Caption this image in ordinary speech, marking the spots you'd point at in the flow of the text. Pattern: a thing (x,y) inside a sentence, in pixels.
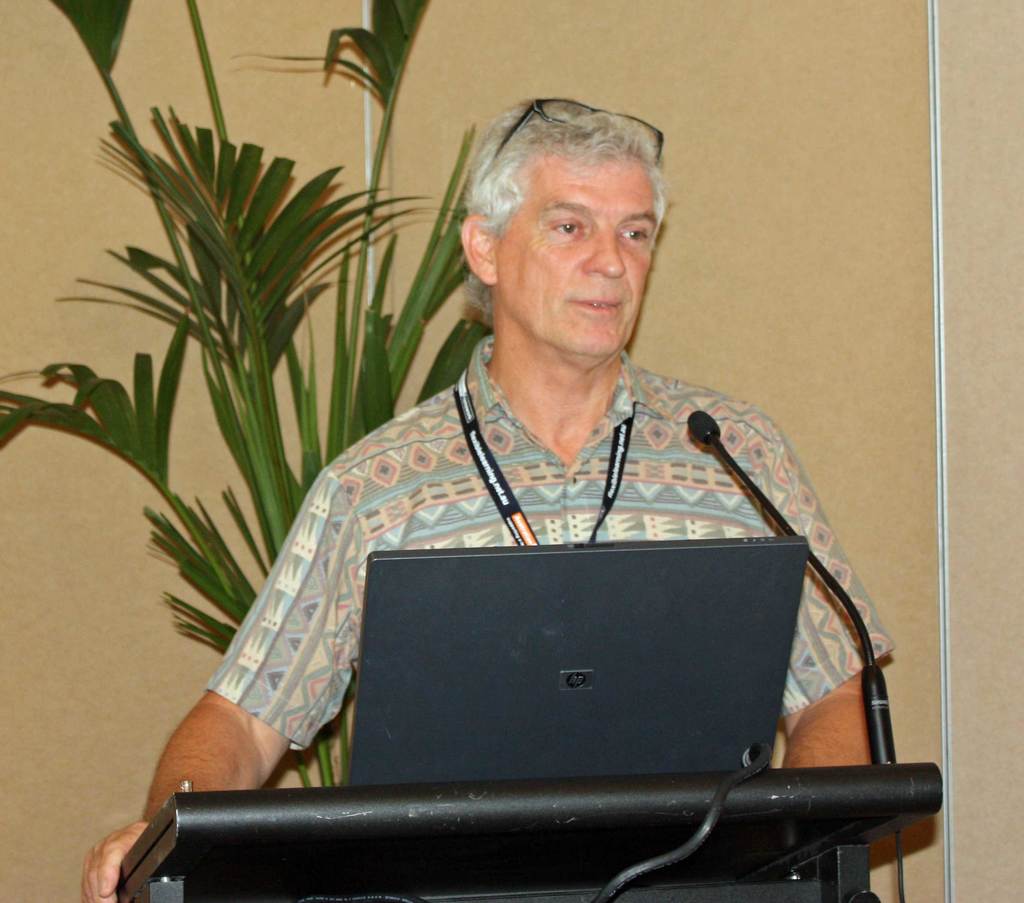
This image consists of a man (837,611) standing near the podium (673,808). There is a laptop (635,705) and a mic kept on the podium (671,784). In the background (171,396), there is a plant (413,20) along with a wall (403,288).
